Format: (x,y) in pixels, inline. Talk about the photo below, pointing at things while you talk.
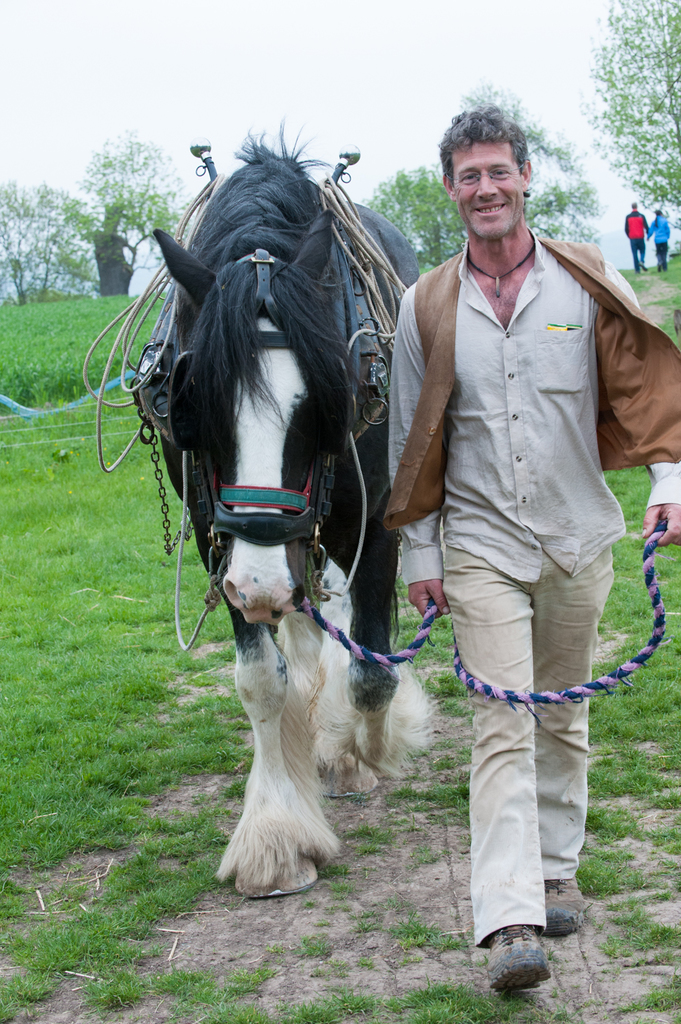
In this image we can see a man (661,329) on the right side (658,333) is walking on the ground (618,718) by holding a rope (464,662) in his hand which is tied to the horse (244,473) and it is also walking on the ground (216,957). In the background (43,280) we can see trees (109,258), two persons (655,243) walking on the ground (637,275), plants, grass (154,605) and sky (130,95).
